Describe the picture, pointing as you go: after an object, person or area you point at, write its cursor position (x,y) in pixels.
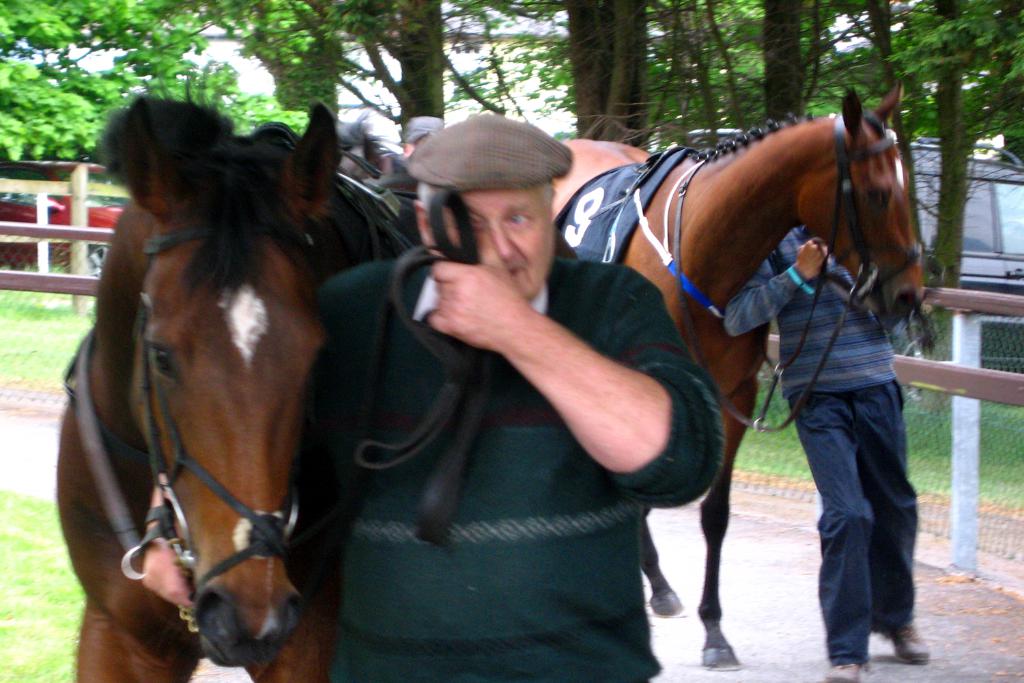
It is an outdoor picture where the person (448,543) in the middle of the picture (488,430) is wearing green shirt (494,527) and cap (506,159) and he is holding the horse (222,535), behind him there is another person (727,318) holding the horse (729,300) and backside of them there are so many trees (680,89) and one vehicle (984,209). They are surrounded by the fence (941,441).
